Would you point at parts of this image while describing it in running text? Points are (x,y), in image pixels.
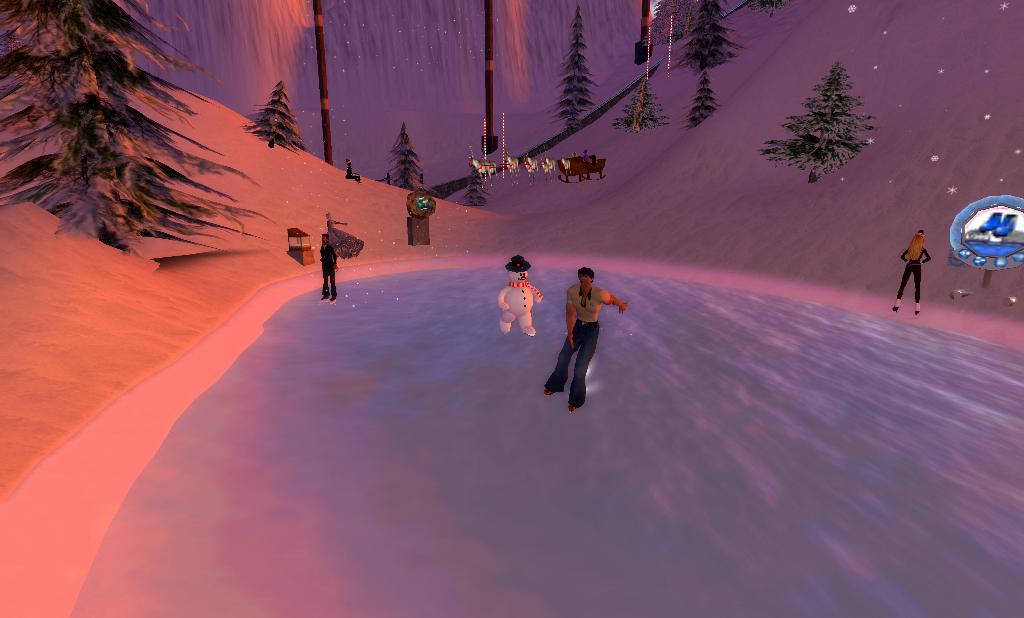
In the picture I can see animation of people (583,300), the snowman (531,309), trees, the snow (386,238), wooden poles (323,123) and mountains (747,135). I can also see animation of animals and some other objects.
